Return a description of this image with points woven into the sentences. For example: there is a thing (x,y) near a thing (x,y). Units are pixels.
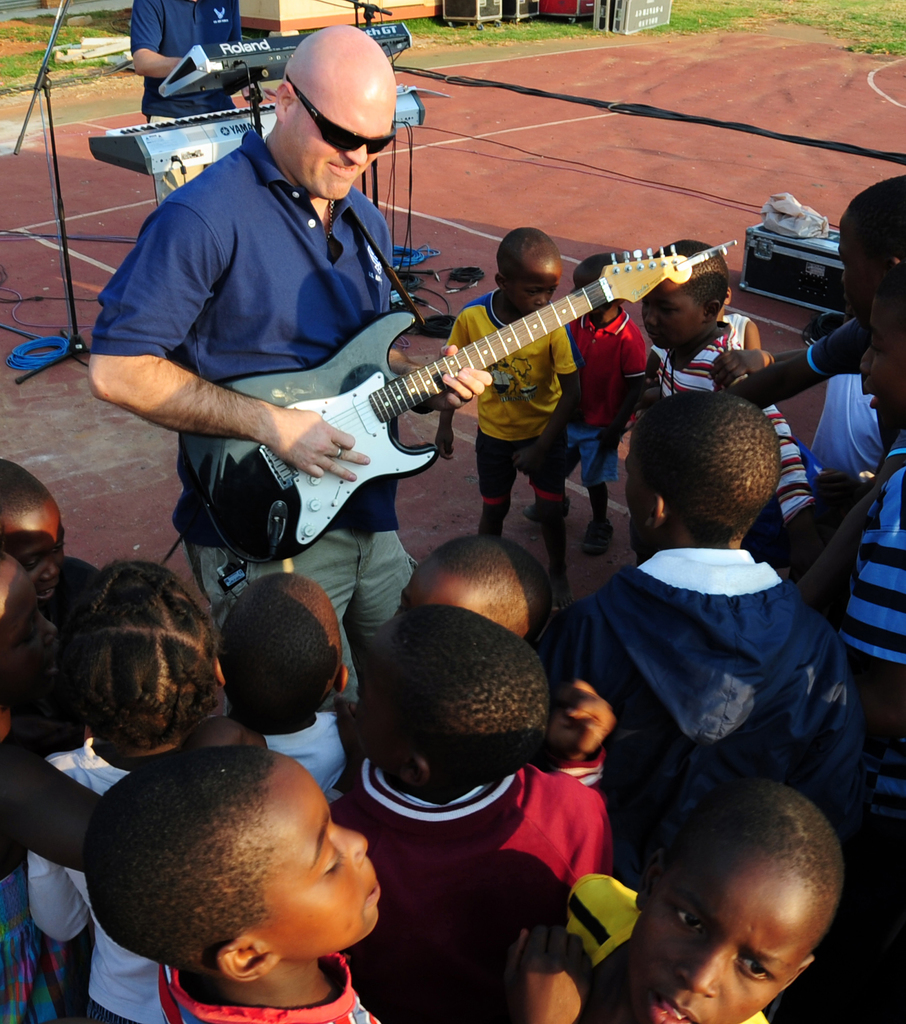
In this picture there are group of kids (574,406) standing around a man (134,258). He is playing a guitar (327,511), he is wearing a blue t shirt (228,178) and goggles (311,112). Behind him there is another person (164,98) wearing a blue t shirt (182,32) and playing a piano (201,59).
